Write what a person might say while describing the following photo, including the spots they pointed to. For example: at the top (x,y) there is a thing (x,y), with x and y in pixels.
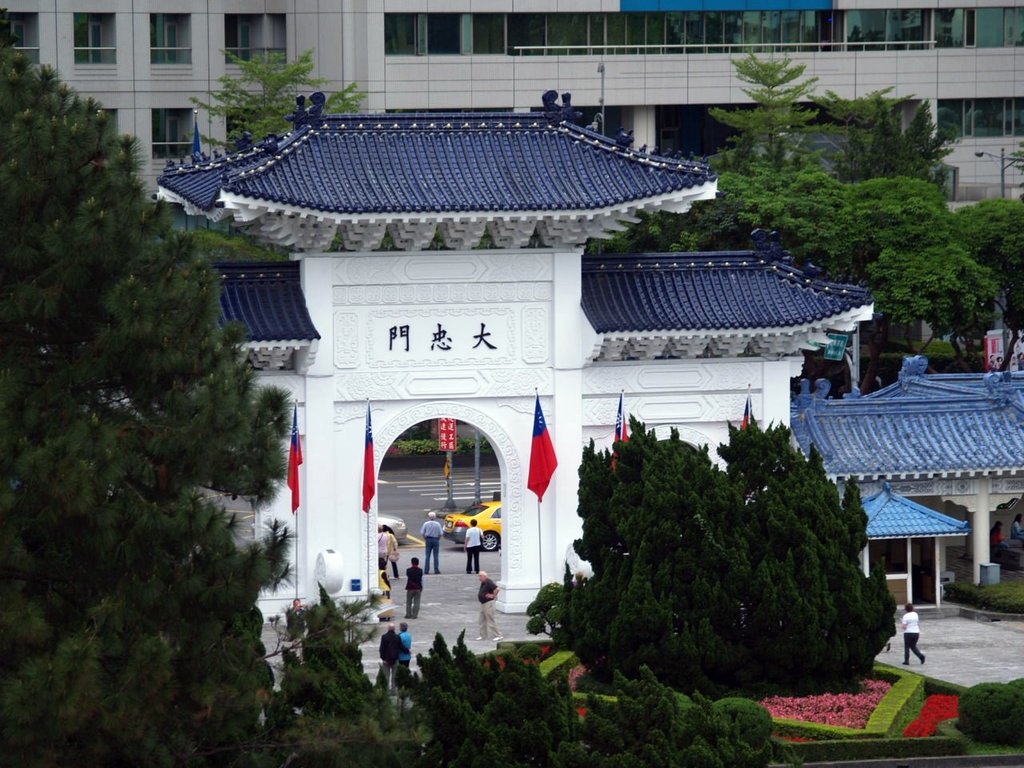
This is an outside view. In this image I can see few buildings (665,305) and trees (449,703). In the middle of the image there are few people (471,533) standing on the ground (446,630) and also I can see few vehicles (481,525) and flags (540,499).
